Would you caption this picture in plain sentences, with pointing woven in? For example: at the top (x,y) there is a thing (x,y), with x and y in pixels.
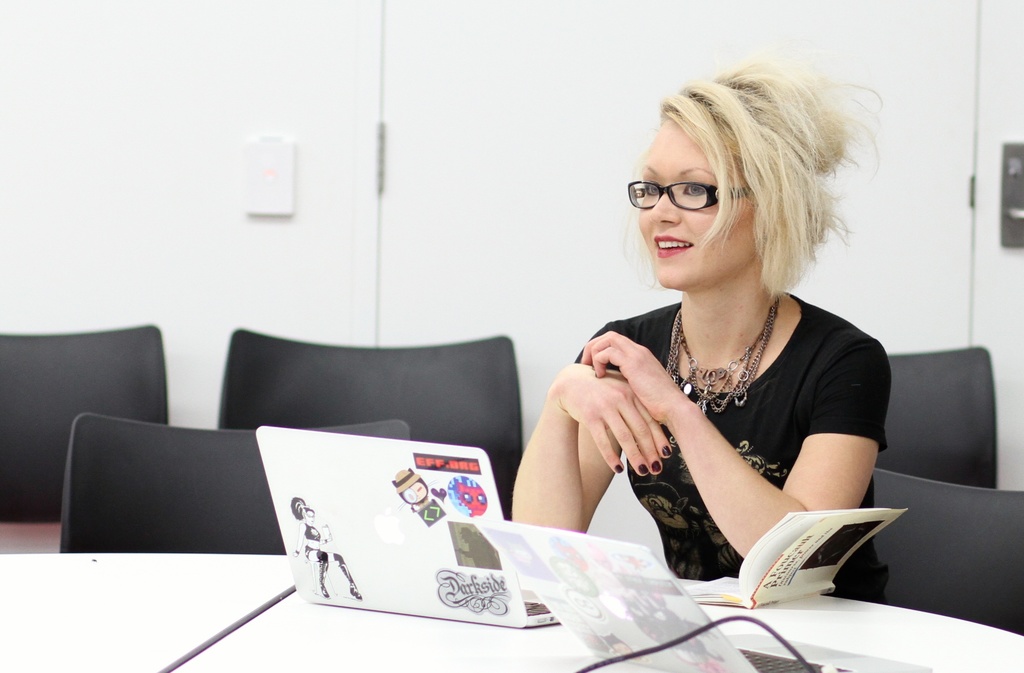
In the middle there is a table (246,605) on that table (343,615) there is a laptop (441,550) and book (759,582). On the right (756,392) there is a woman (703,445) she wear black t shirt (784,402), she is smiling, her hair (737,120) is short. In the background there are many empty chairs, wall (231,121) and door (522,166).
